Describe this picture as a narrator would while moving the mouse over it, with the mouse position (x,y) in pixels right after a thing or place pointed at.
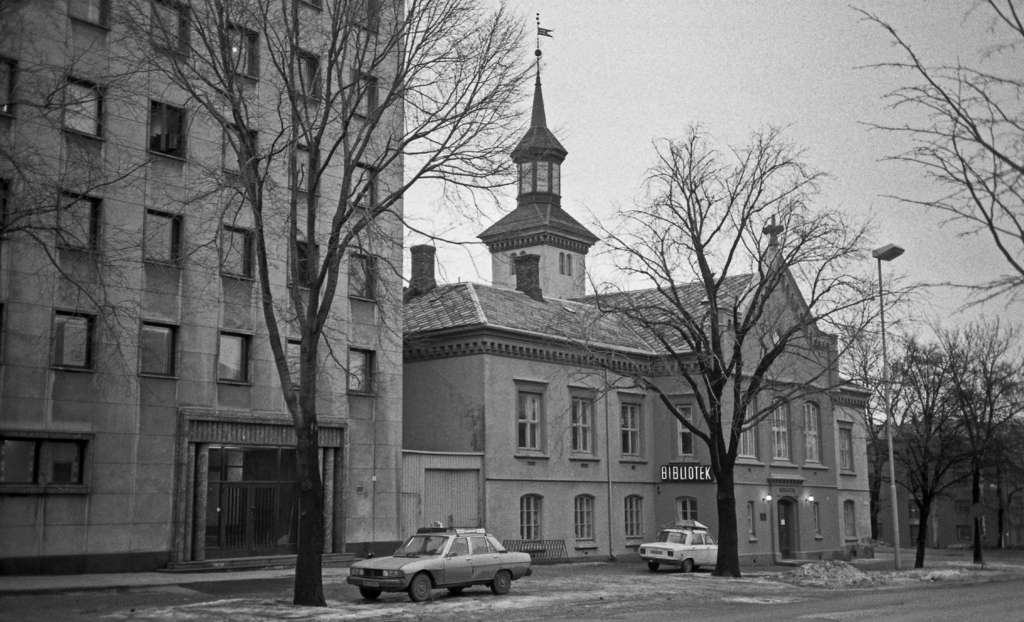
This image consists of buildings (743,499) along with windows (626,523). At the bottom (246,586), there are cars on the road (275,587). In the front (617,327), there are trees (732,511). At the top (641,93), there is sky (599,271).
